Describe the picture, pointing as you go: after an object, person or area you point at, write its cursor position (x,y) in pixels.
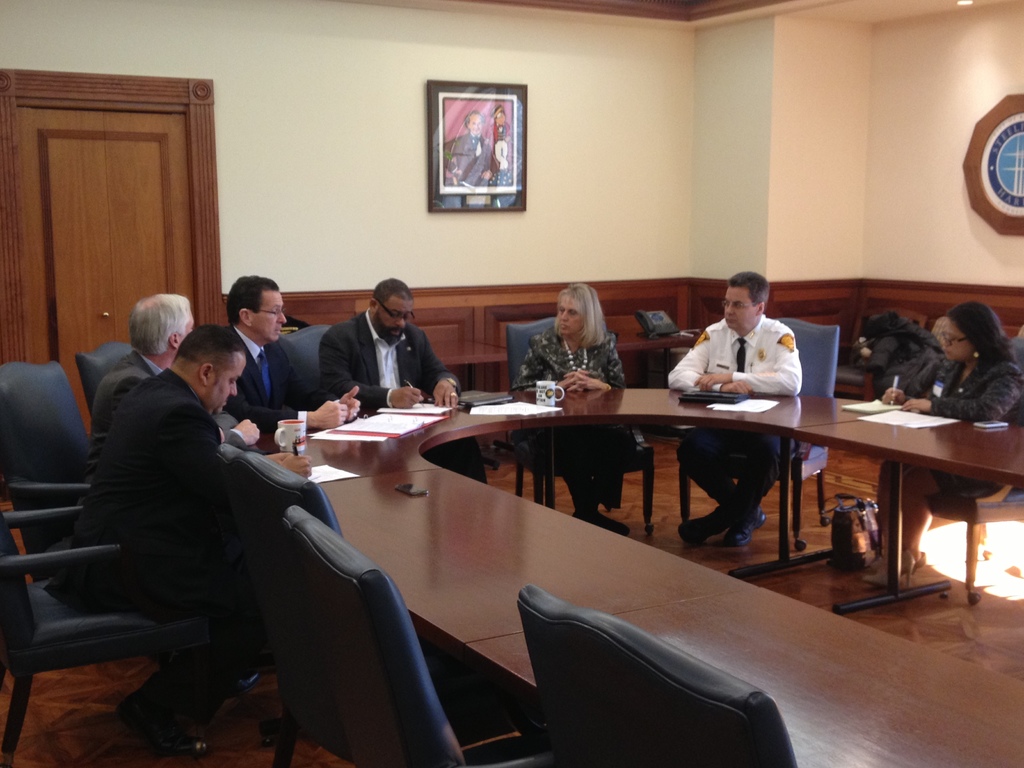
In this image there are group of people (145,501) who are sitting, in front of them there is one table (554,575) and on the table (347,455) there are some papers (411,421) and books (379,422) and cups (293,427) are there. In the middle of the image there is one photo frame (453,134) on the wall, and in the left side of the top corner there is one door (72,234) and some chairs (46,391) are there and, on the floor (1000,565) there is one bag (852,548) in the middle of the image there is one wall (259,69).
